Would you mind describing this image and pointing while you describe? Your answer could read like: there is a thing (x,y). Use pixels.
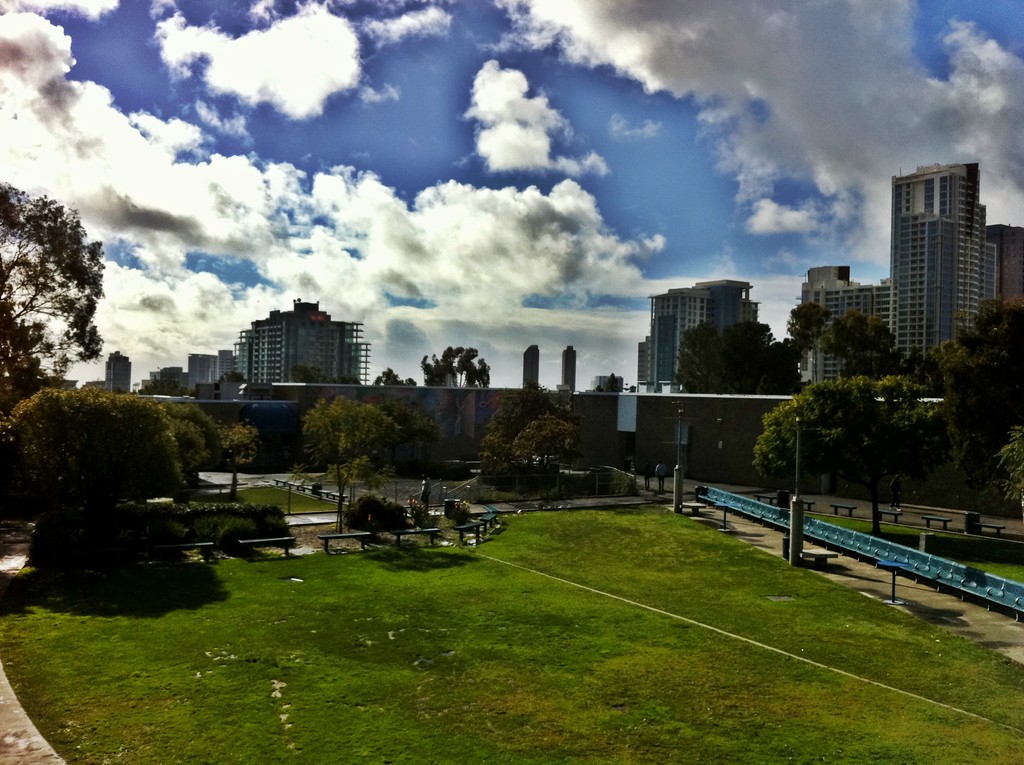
In this picture I can observe some grass (366,643) on the ground (487,629). There are some trees (224,434), buildings (258,367) and clouds (355,216) in the sky (340,213).
